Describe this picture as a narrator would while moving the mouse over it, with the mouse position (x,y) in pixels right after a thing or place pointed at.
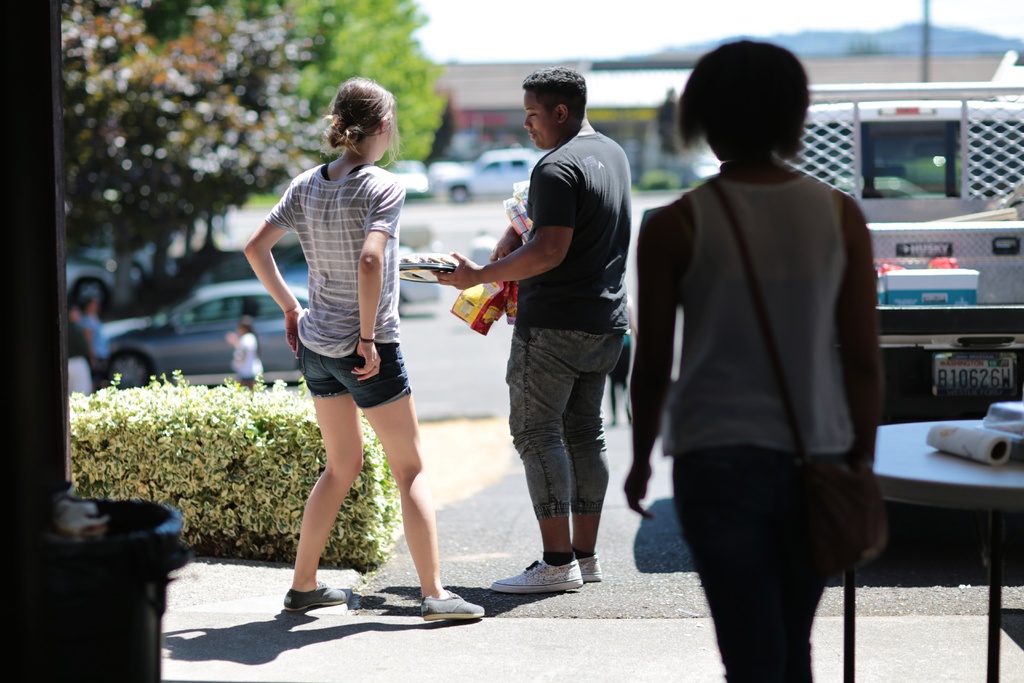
On the left side of the image (85,673) we can see a dustbin (144,595). A lady (249,372) is standing near a car (265,345). In the middle of the image (616,257) we can see two persons (542,451) are standing and may be a conversation is going on between them and one person (603,151) is holding something in his hands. On the right side of the image (776,449) we can see a lady (791,489) wearing a bag (838,467), beside her a table (964,494) is there.
